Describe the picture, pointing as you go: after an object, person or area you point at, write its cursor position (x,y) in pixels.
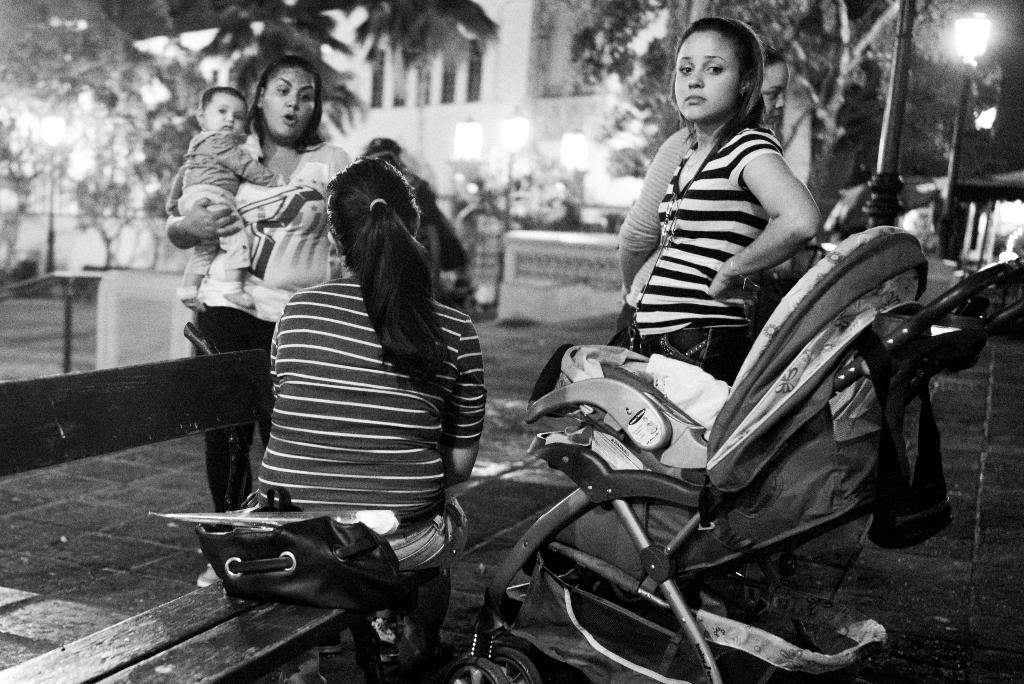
In this image, we can see a woman (447,509) sitting on a bench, there is a baby trolley (647,503), we can see two women (688,206) standing, we can see a woman (281,153) standing and she is holding a kid (232,240), in the background (264,39) we can see some trees (423,56) and there is a house (437,63).
